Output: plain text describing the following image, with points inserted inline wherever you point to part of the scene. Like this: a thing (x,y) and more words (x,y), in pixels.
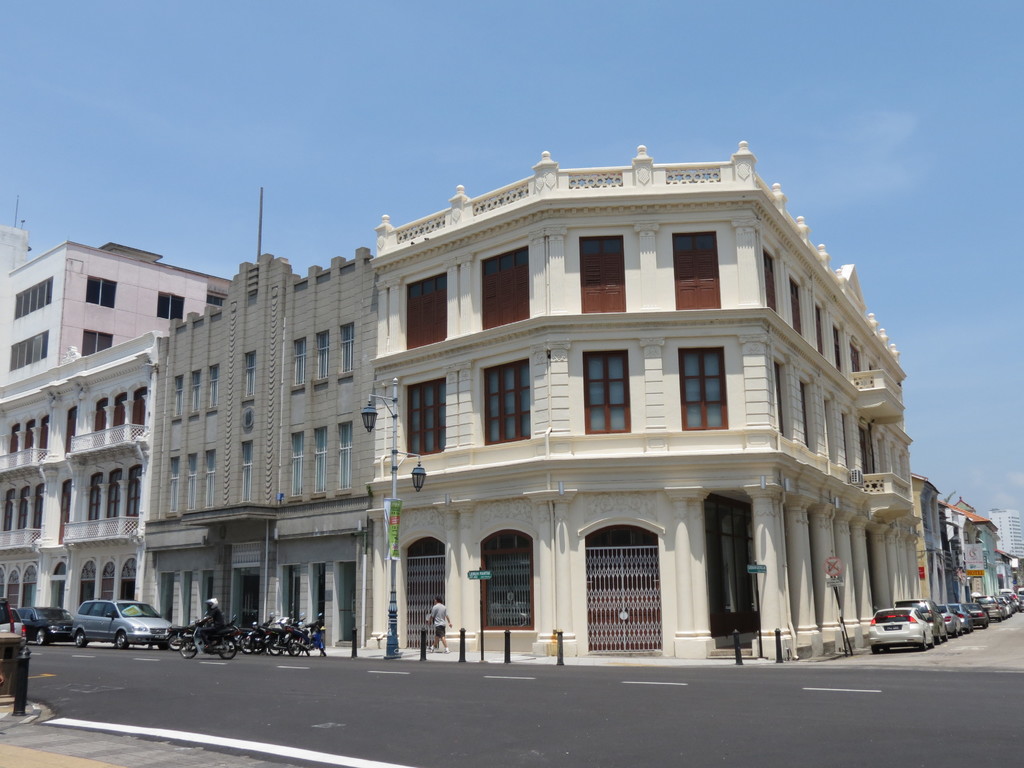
In the center of the image (346,436) there are buildings (191,527). At the bottom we can see cars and bikes (276,648). There is a man (435,617) walking. We can see a pole (395,454). At the top (325,124) there is sky (444,126).
